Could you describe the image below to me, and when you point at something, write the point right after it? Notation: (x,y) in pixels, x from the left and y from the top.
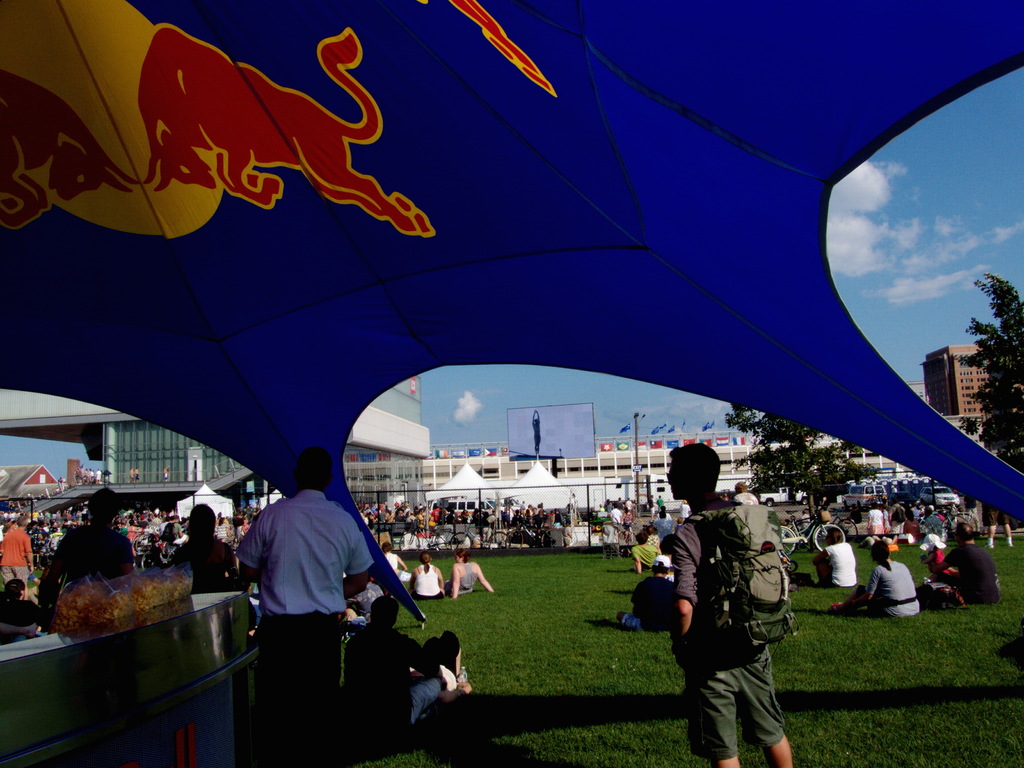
In this picture, it looks like a tent (269,190). Under the tent (235,240), there are people (291,658) and some objects (79,627). Behind the tent (260,377), there are groups of people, a bicycle (784,543), vehicles (857,491), trees (787,468), grass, poles (639,478), a hoarding (571,437), buildings (622,455) and the sky (479,386).
